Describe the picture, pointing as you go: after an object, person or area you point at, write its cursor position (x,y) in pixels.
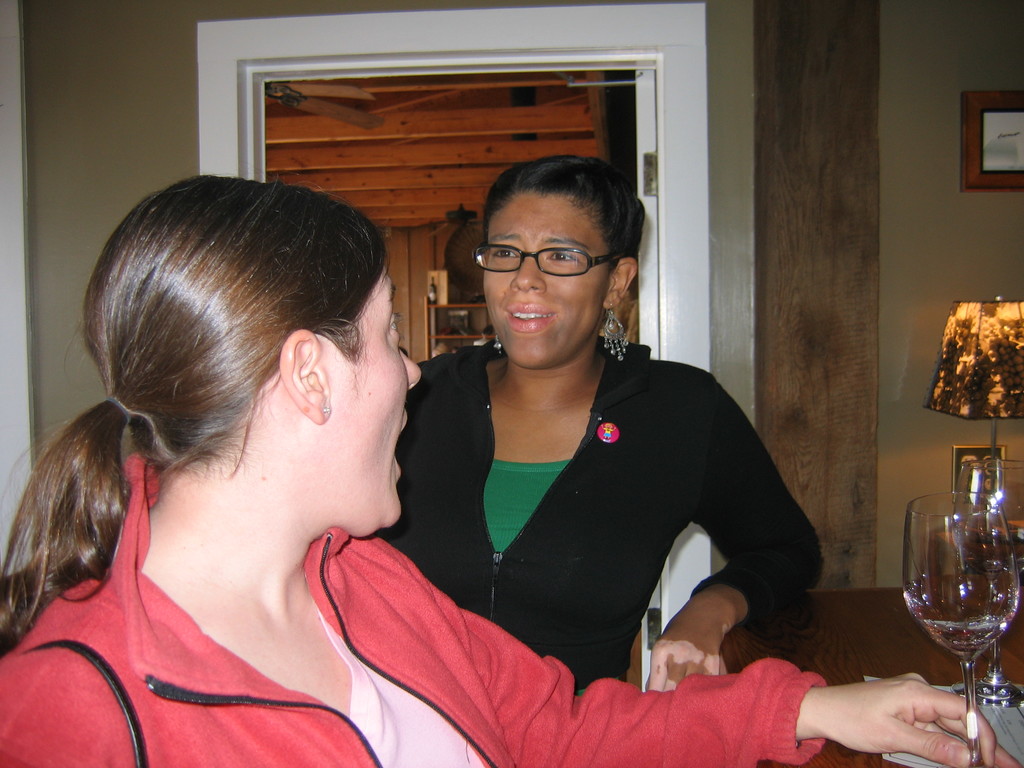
Here we can see 2 persons (398,375) are standing, and in front (966,564) here is the table (889,611) and glass (948,561) on it, and at back (380,158) here is the door (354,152).
